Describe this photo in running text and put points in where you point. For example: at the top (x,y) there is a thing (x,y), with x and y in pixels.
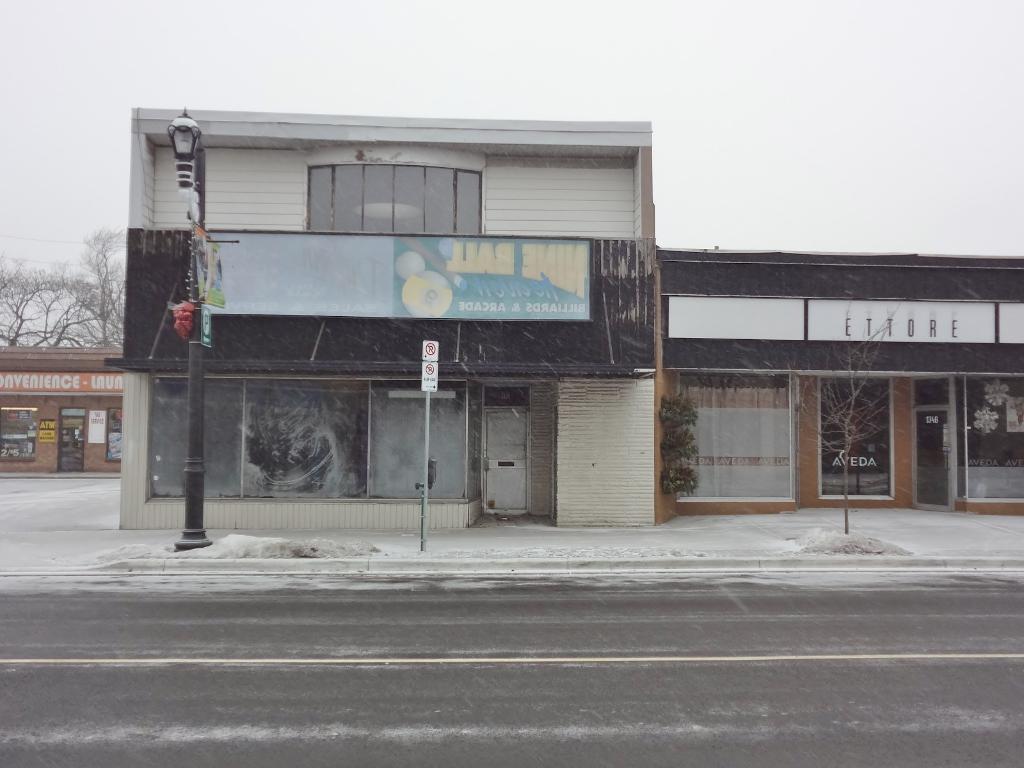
Here we can see road (453,641) at the bottom (394,671). In the background (269,327) there are buildings (705,442), hoardings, glass doors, light poles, sign board pole (426,429), bare trees (103,333) and sky (115,112).
